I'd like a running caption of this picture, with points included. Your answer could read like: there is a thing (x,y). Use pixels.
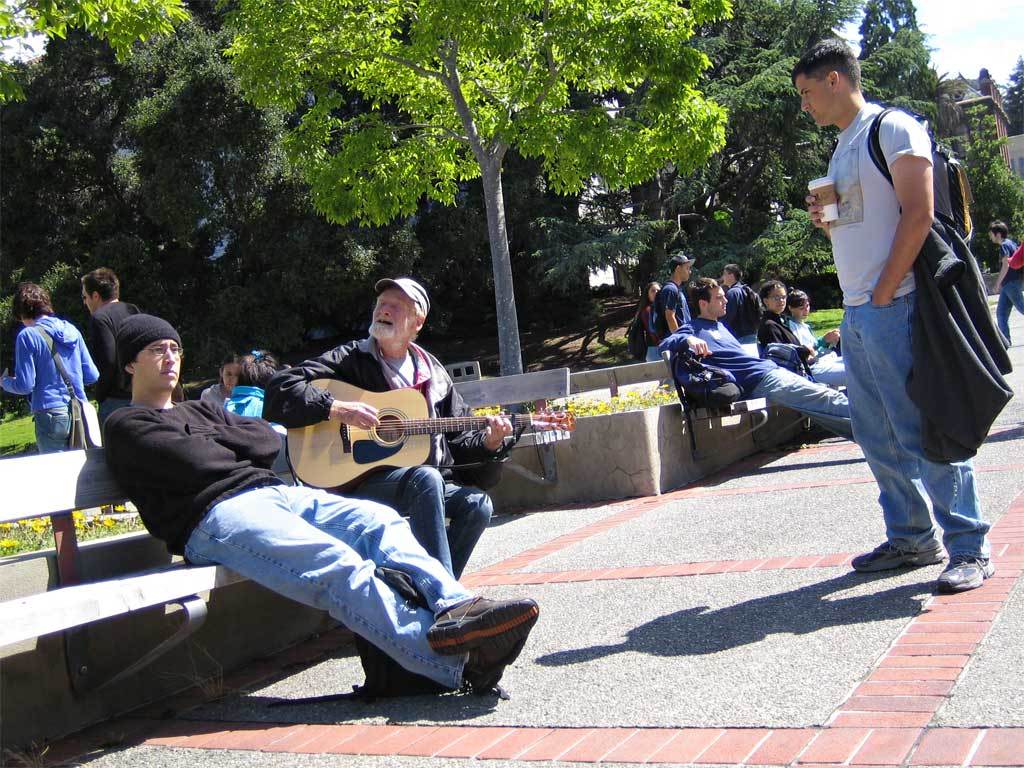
In this Image I see number of people (258,433) in which few of them are sitting on benches (61,662) and rest of them are standing on the path (303,707). I can also see this man (370,387) is holding a guitar (362,399), In the background (15,220) I see the plants (12,342) and the trees (69,1).
